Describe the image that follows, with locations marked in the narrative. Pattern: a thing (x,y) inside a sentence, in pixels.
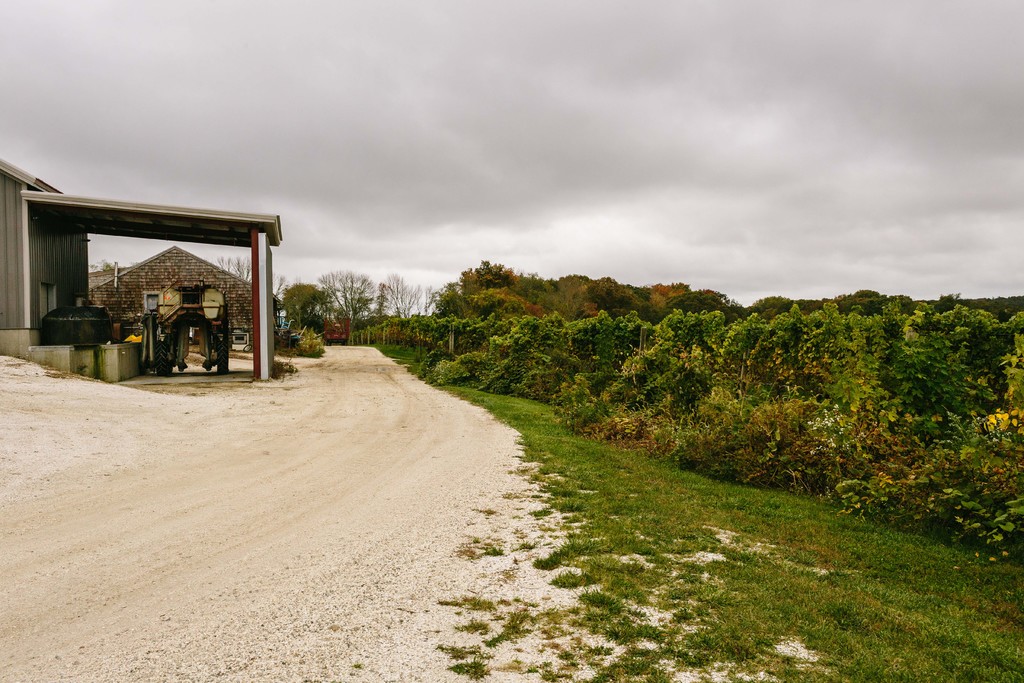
In this image I can see there is a building (53,238) on the left side (79,220) and there are plants (928,360), trees (514,297) and grass (857,539) onto the right side (868,612), there is a road (61,601) and the sky (501,101) is cloudy.
